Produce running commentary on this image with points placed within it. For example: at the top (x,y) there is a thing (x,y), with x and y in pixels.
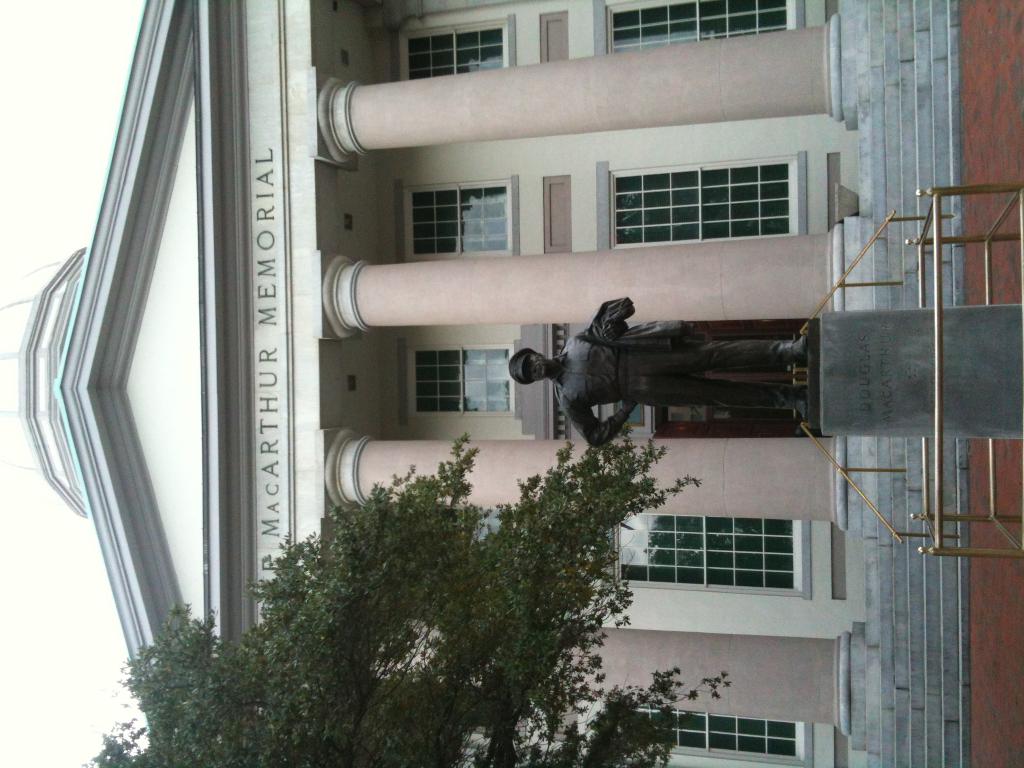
In this picture I can see a building (355,348) and text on the wall (284,204) of the building (297,204) and I can see a statue (747,386) and a tree (364,743) and I can see sky (62,112).
